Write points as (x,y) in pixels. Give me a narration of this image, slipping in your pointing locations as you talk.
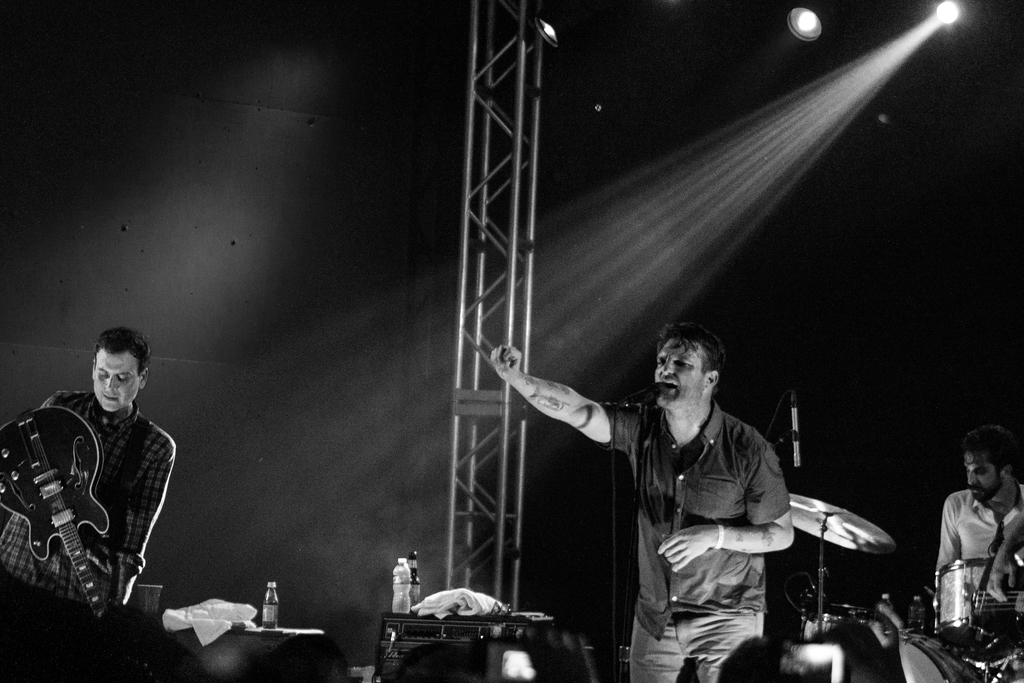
In this image there are three persons (576,427). To the right (973,543) there is man (988,533) whose is playing drums (959,620). And in the middle (653,435) the man (694,508) who is singing in the mic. To left (87,527) the man (118,491) is playing guitar (100,467). And in the middle (476,323) there is a stand (536,98) to which a light (541,36) is fixed. To the top right (903,62) there is a light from which the rays (858,76) are falling on the stage (498,388).
